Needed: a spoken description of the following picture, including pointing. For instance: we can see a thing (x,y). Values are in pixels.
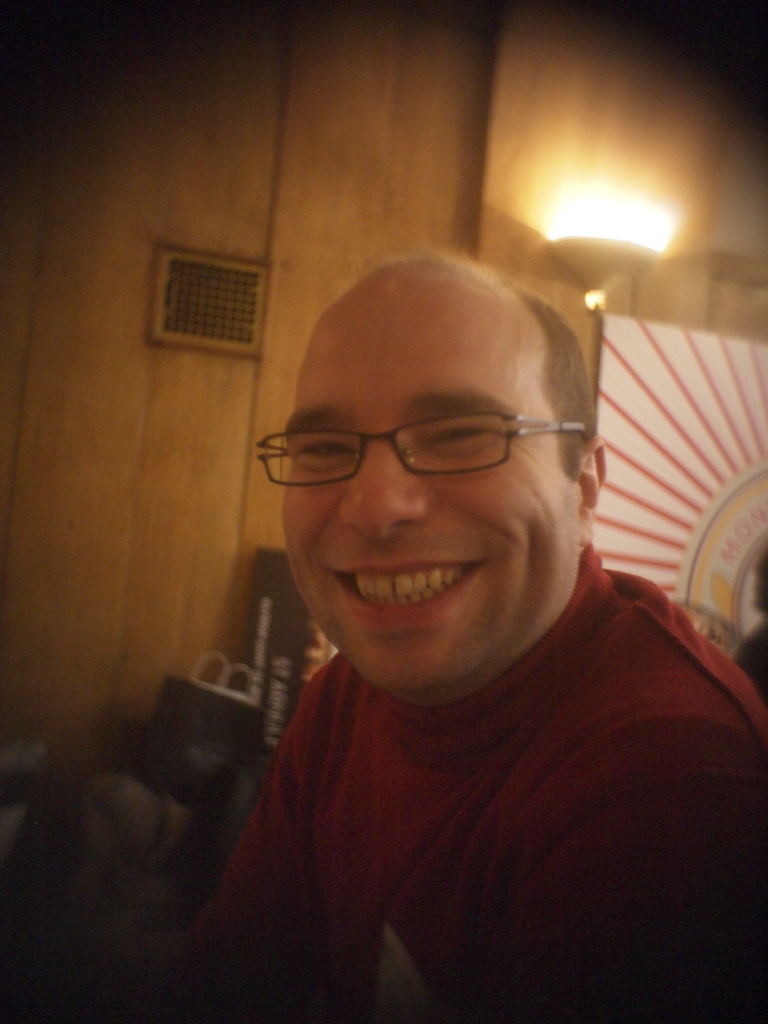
In the background (225,66) we can see the wall (175,66), grille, light (592,190), board (671,375), carry bag (232,709) and few objects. On the right side of the picture (621,788) we can see a man (519,715) wearing a t-shirt (373,781) and spectacles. He is smiling.
